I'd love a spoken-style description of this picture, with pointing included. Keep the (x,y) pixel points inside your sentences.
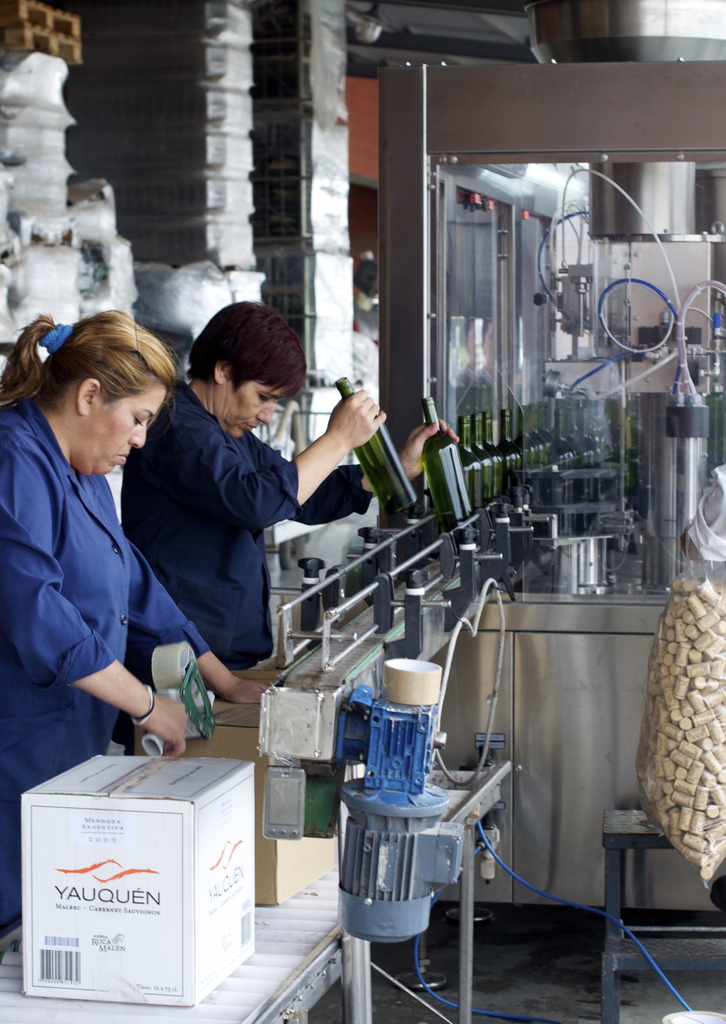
In this image there are two ladies (127,606) standing, one is holding bottles (433,462) and the other is packing boxes (117,857), in the background (713,378) there are machines (649,391).
